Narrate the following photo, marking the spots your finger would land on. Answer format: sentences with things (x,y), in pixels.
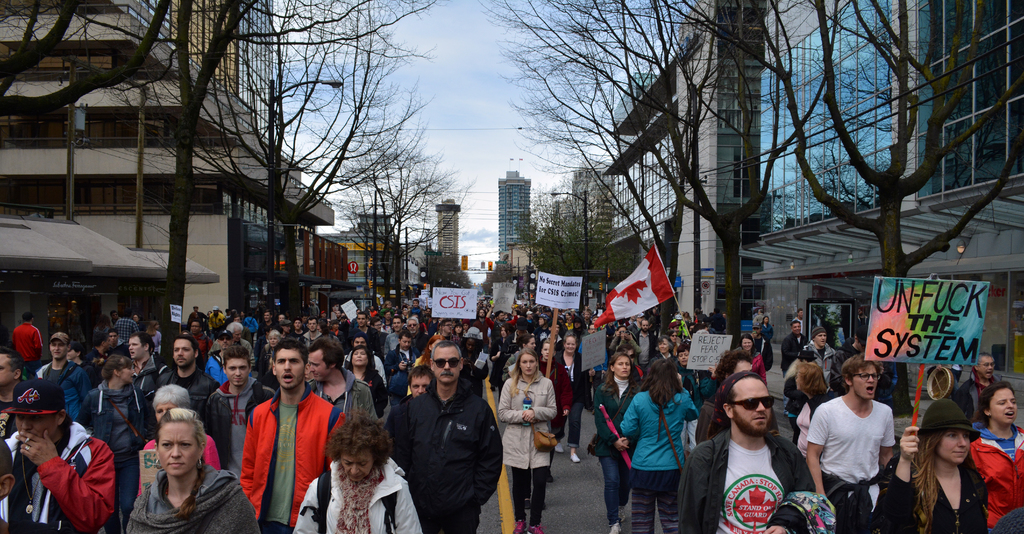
In this picture I can see there is a crowd of people (473,356) walking and they are holding banners (875,289), there are trees (731,222) at left (181,156) and right sides of the road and there are buildings (848,114) and the sky (429,111) is cloudy.
